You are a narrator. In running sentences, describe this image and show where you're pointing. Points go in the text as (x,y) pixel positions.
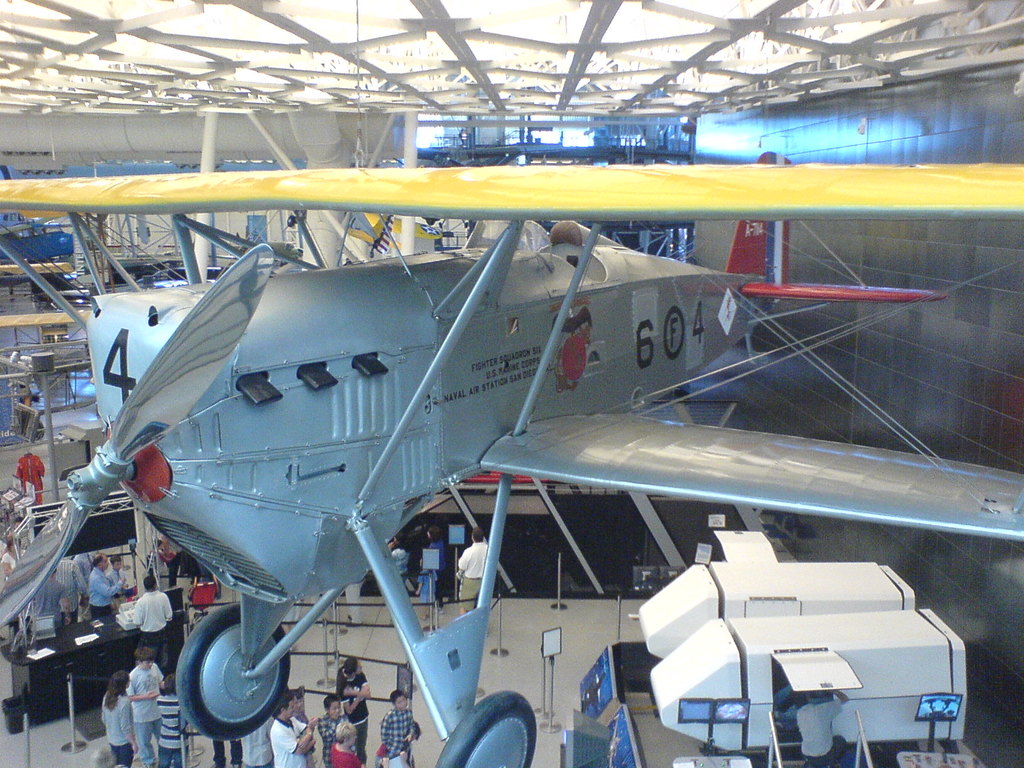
In the center of the image (419,512) we can see a biplane (375,512). At the bottom (119,682) there are people (140,657) standing. On the right (780,720) there are simulators (766,693). In the background (859,355) there is a roof (602,97) and a wall (956,128).
